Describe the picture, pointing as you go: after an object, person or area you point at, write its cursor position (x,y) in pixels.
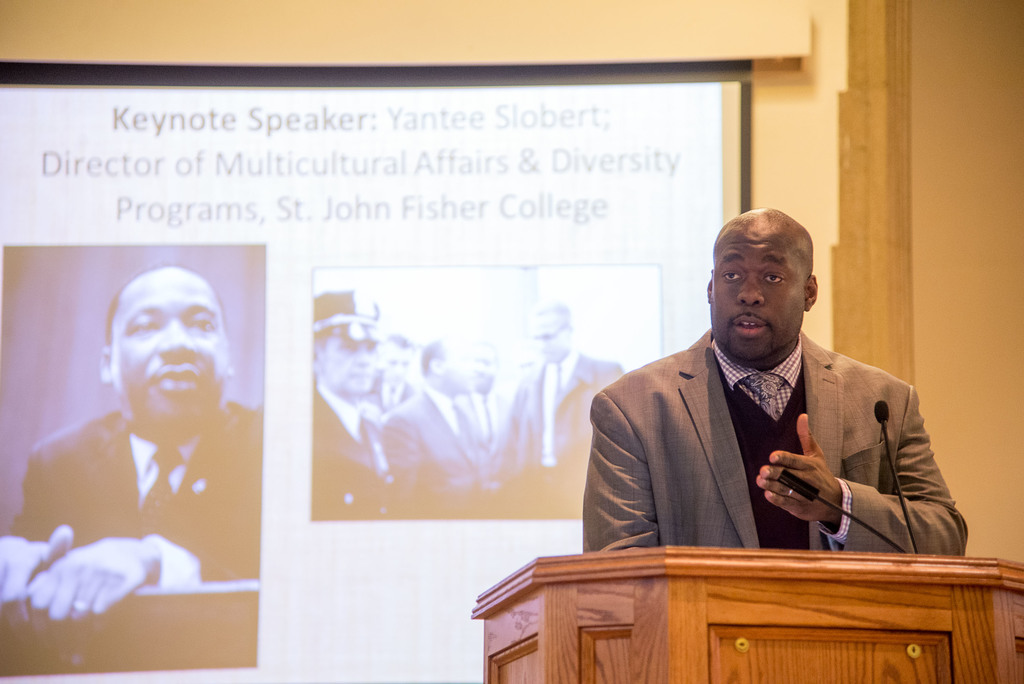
In this picture I can see on the right side (837,484) a man (888,503) is speaking near the podium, he wore coat (704,411), tie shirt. There is a projector screen (415,297) in the middle of an image (492,285). On the left side (221,408) there is a man (233,479) in black and white.
